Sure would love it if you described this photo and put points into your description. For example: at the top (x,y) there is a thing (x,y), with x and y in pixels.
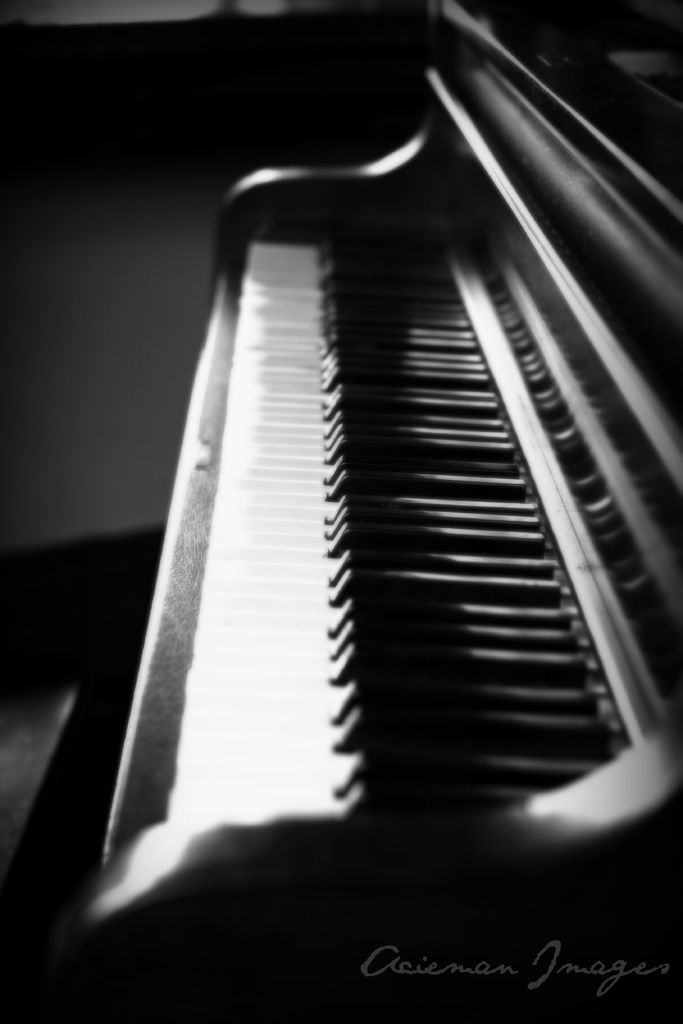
In this image, there is a piano (590,532) and keys (406,746) are visible. This image is taken inside the house (114,184).
